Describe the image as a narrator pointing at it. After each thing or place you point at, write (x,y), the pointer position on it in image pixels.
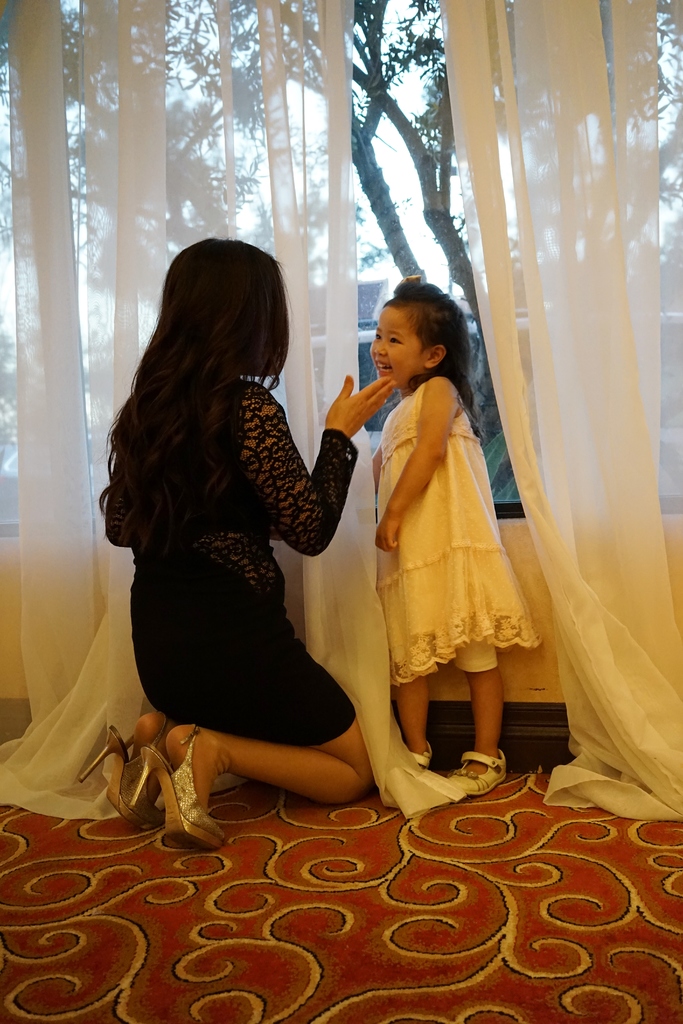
As we can see in the image there are white color curtains (585,90), a woman (239,493) wearing black color dress (222,523), a girl (492,598) wearing white color dress (474,604) and there are trees (375,177). At the top (410,232) there is sky (392,28).
